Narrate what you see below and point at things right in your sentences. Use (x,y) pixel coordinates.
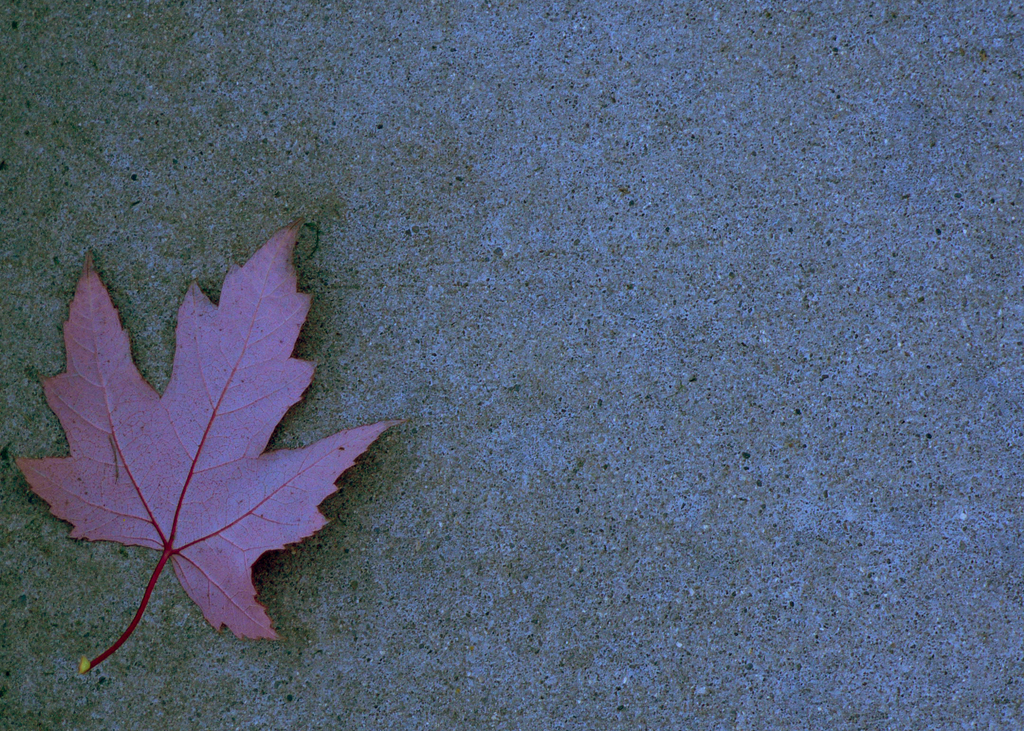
On the left side (224,365), we see a leaf (195,471) in pink or purple color. In the background (242,179), we see a wall (572,133) or the pavement (611,486).
